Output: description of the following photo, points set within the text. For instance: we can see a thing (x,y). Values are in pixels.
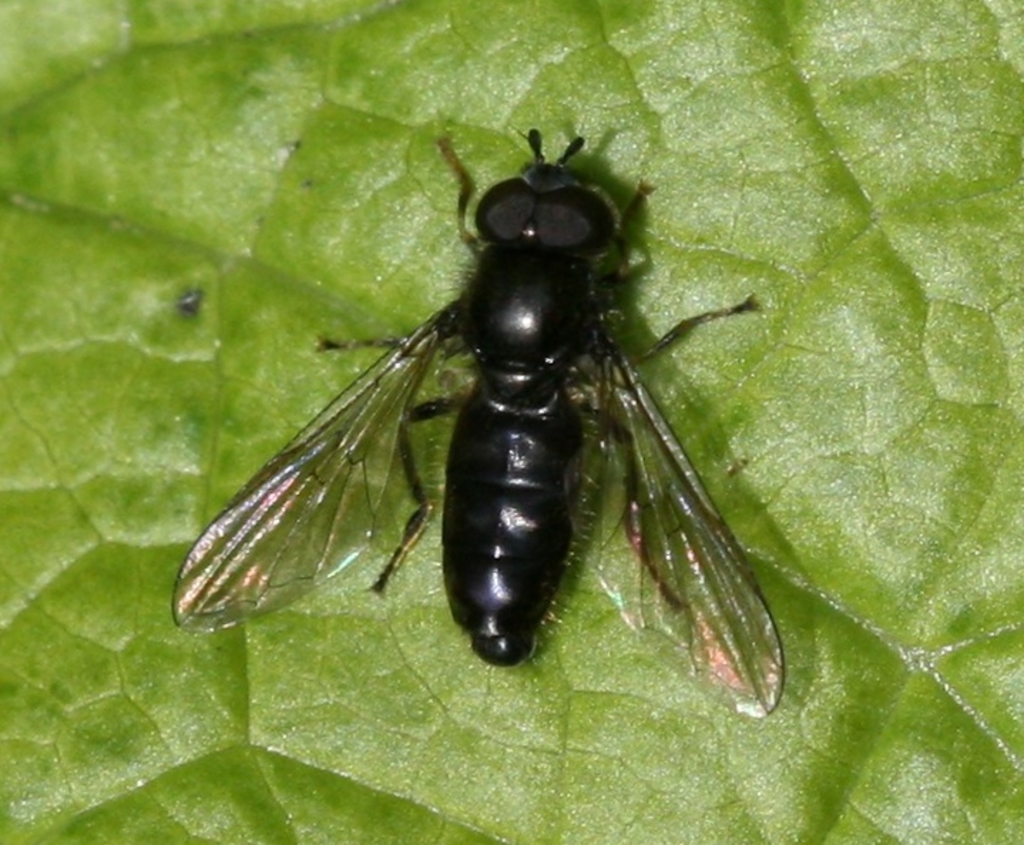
In this picture I can see there is a fly (653,356), sitting on the leaf (144,712) and it has wings (371,438), head (531,233), body (520,426) and legs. It is in black color.
